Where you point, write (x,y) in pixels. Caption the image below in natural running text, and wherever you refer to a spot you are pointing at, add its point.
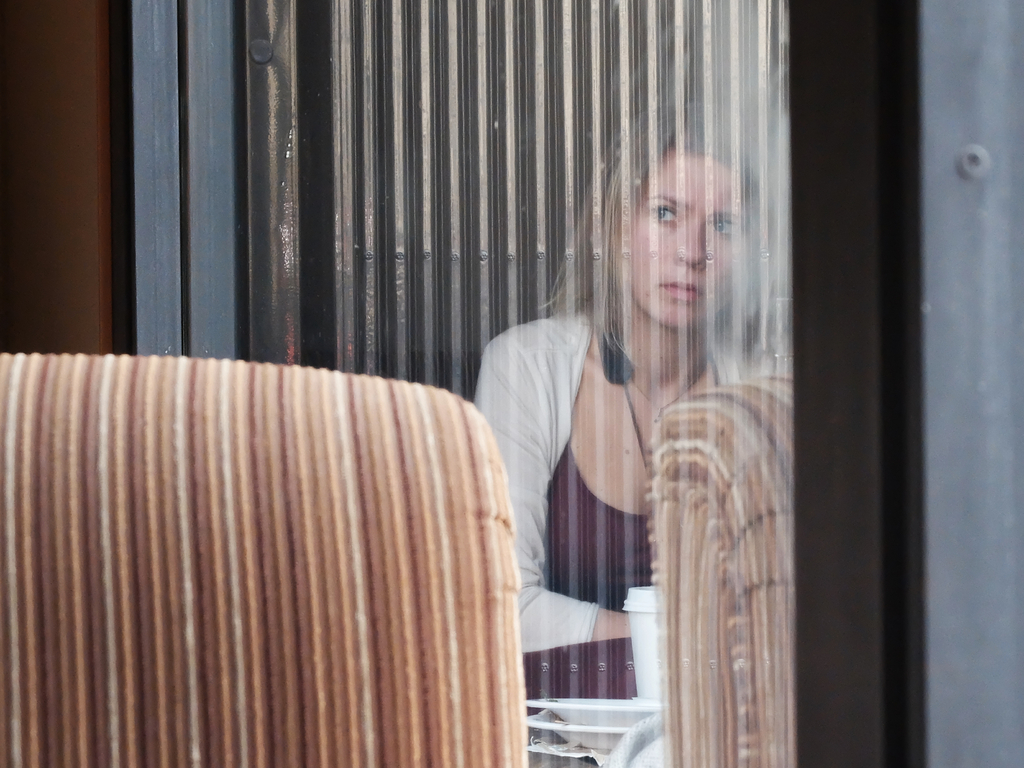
In this picture I can see reflection (644,328) of a woman (695,340), a cup (637,663), few plates (584,721) and a table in the window glass (598,376) and looks like a chair (516,630) on the left side (330,714).
